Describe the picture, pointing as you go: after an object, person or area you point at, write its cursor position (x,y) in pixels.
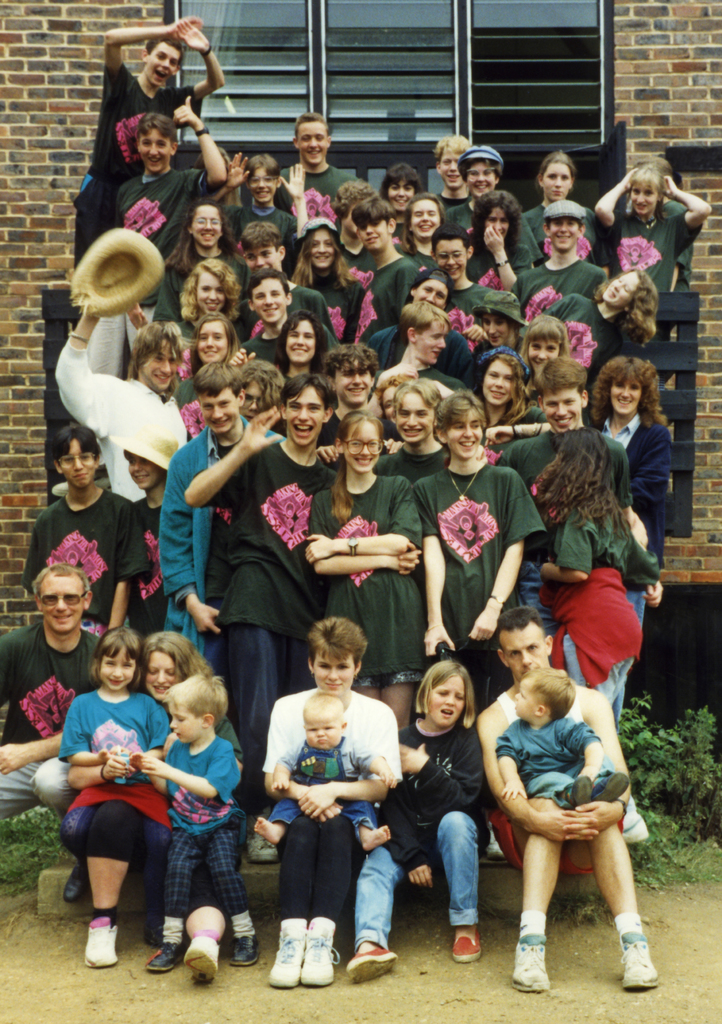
In this image we can see few persons (121,586) are standing and few persons (135,818) are sitting on a platform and holding kids (134,782) in their hands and a man (90,378) among them is holding a cap (93,274) in his hand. In the background (45,192) we can see brick wall (45,192), railing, windows (284,118), and plants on the ground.
